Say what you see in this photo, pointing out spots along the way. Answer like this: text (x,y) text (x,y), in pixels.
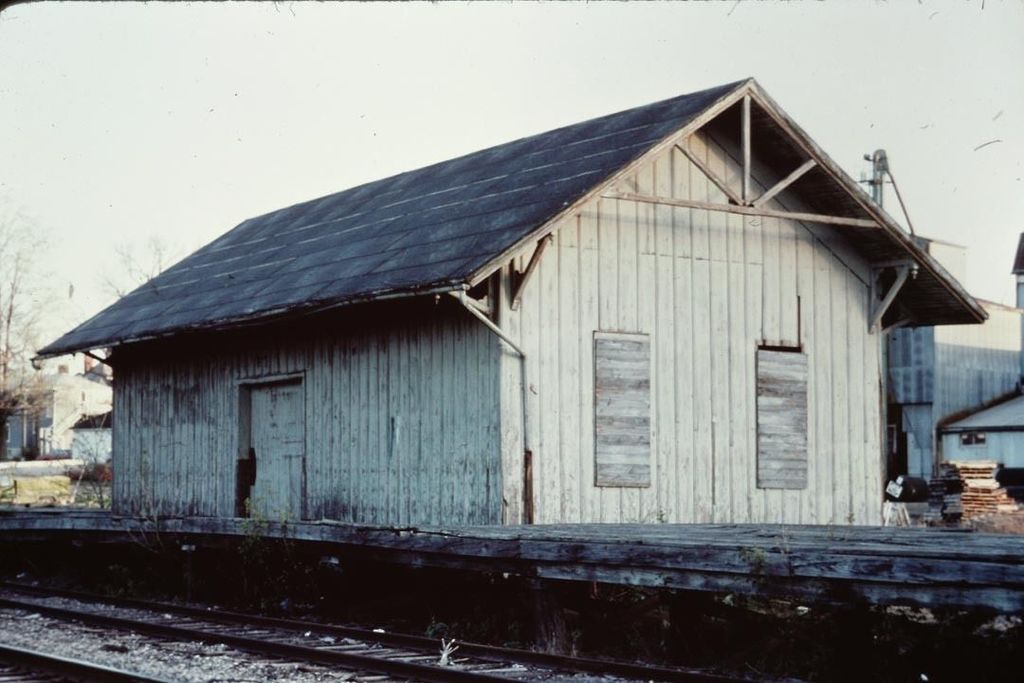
It is a wooden house (576,270), these are the railway tracks (268,642), at the top (271,119) it's a sky (388,93).
